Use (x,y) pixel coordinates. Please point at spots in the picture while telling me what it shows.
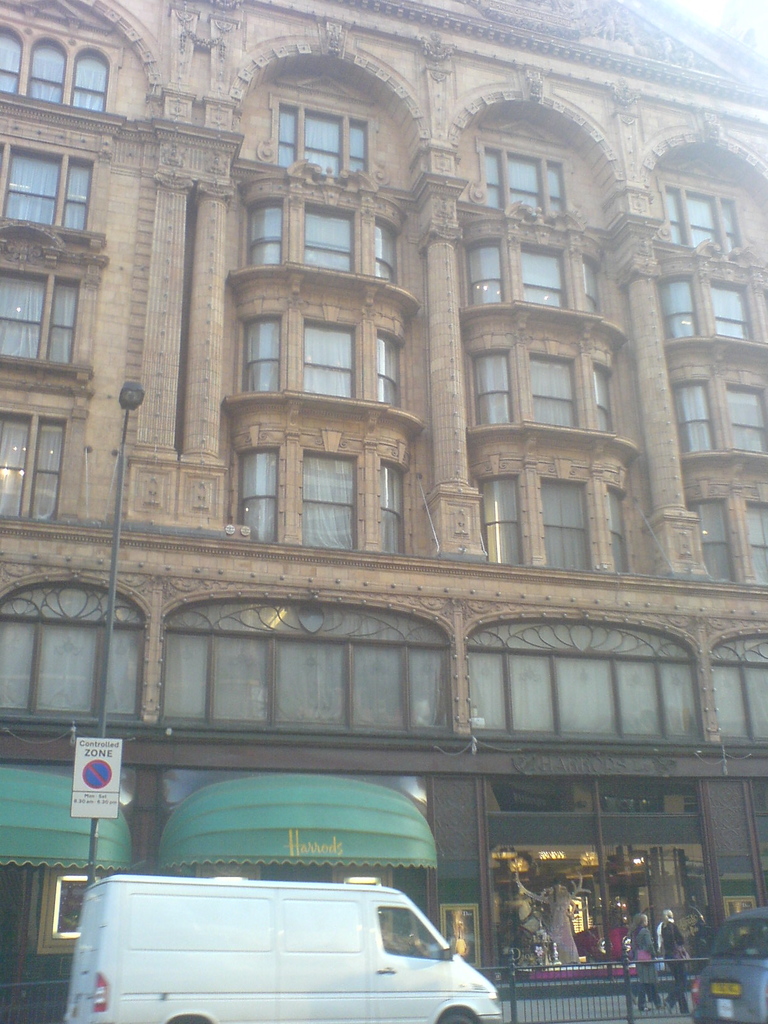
At the bottom of the picture (350,930) there are vehicles (391,967), railing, footpath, sign board (101,810) and people (665,943). In the center of the picture (308,404) there is a building (417,695). On the left (118,513) there is a street light (128,403).
